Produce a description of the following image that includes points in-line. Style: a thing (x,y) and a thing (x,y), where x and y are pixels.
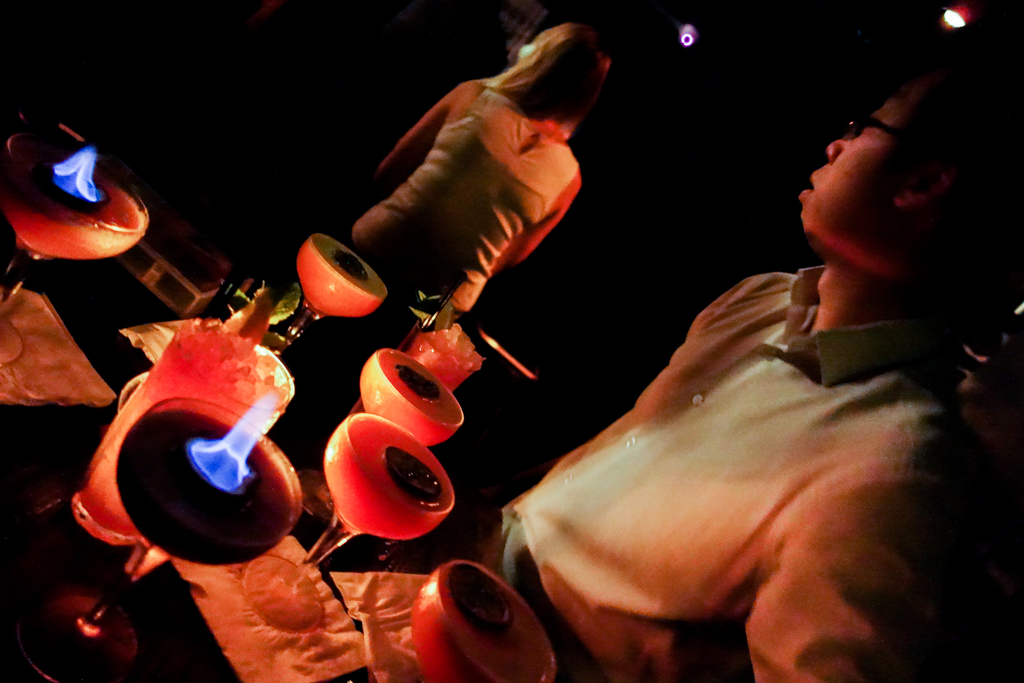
In this image I can see few people (761,361). In front (372,501) I can see glasses (379,517) and few object (66,404) on the table (78,441). Back I can see lights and black background (748,135).
